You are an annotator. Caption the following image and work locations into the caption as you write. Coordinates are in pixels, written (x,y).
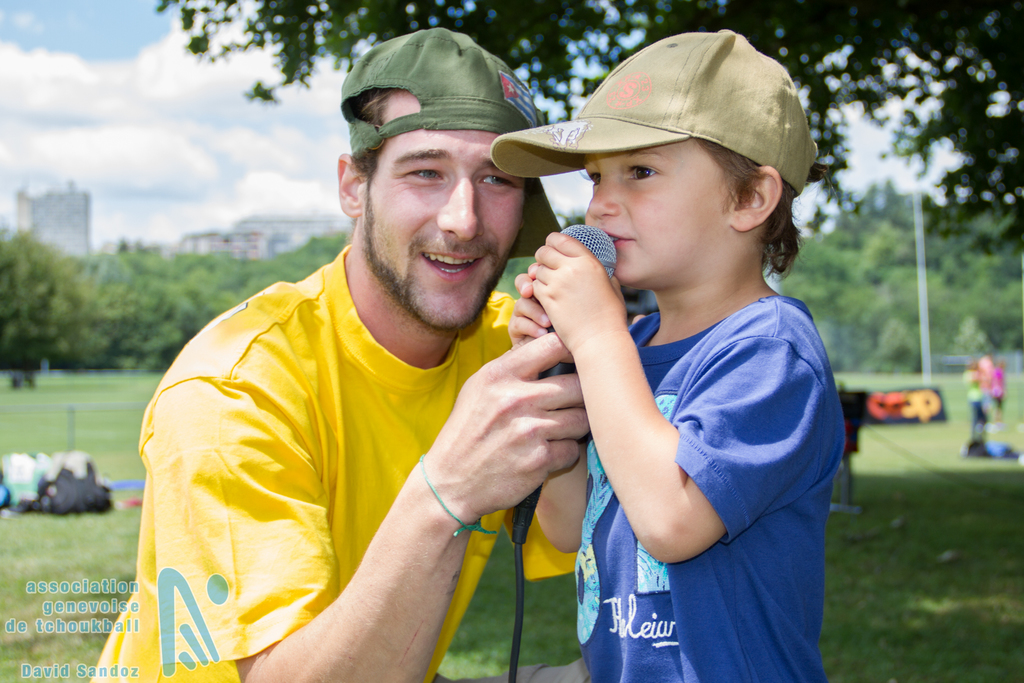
In this picture I can see a child (641,287) and a man (421,343) wearing the cap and holding microphone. I can see green grass (112,420). I can see trees (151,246). I can see the buildings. I can see clouds (242,114) in the sky (242,95).
